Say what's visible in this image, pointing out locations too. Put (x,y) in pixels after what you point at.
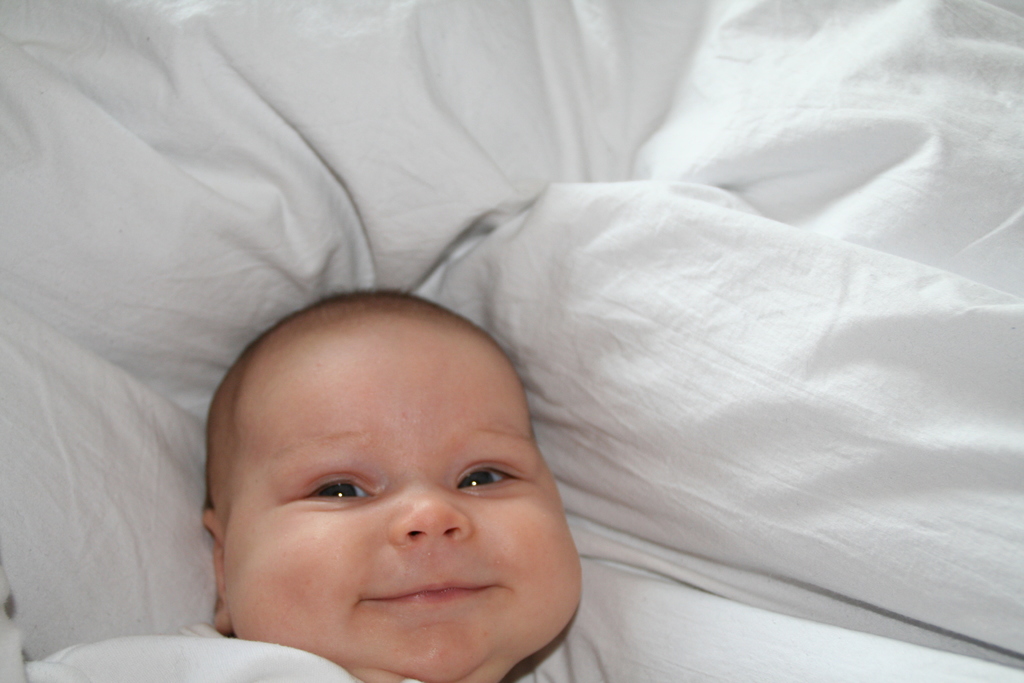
In the picture there is a baby (536,462) lying on the blanket (558,474).
